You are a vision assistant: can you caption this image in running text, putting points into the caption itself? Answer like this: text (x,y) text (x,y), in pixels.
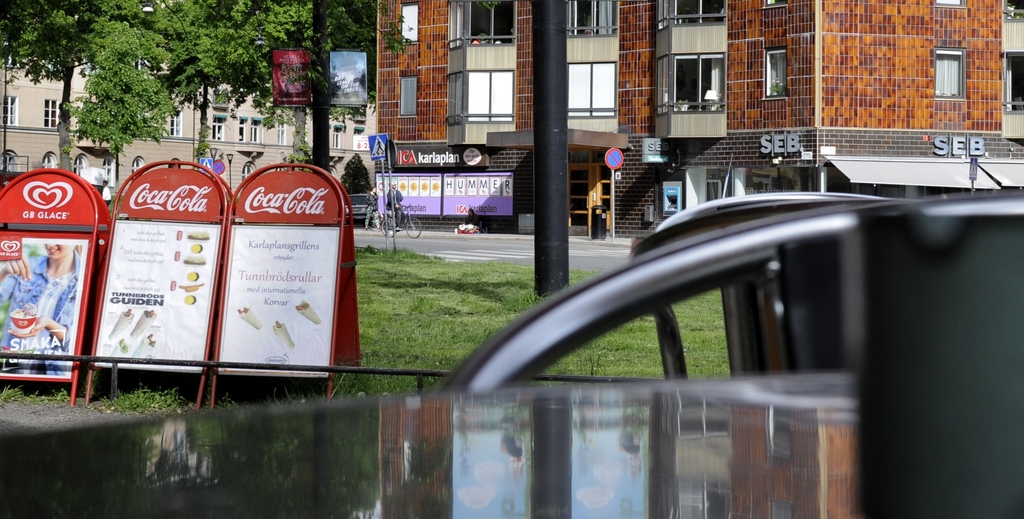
In this picture we can see there are boards (301,189), poles (385,198) with sign boards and a person (399,212) is riding a bicycle (400,227) and other people (373,202) are on the path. Behind the people (400,194) there are trees (265,5), buildings (766,75), banners (300,75) and a dustbin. In front of the boards (195,303), there is an object (765,303).
